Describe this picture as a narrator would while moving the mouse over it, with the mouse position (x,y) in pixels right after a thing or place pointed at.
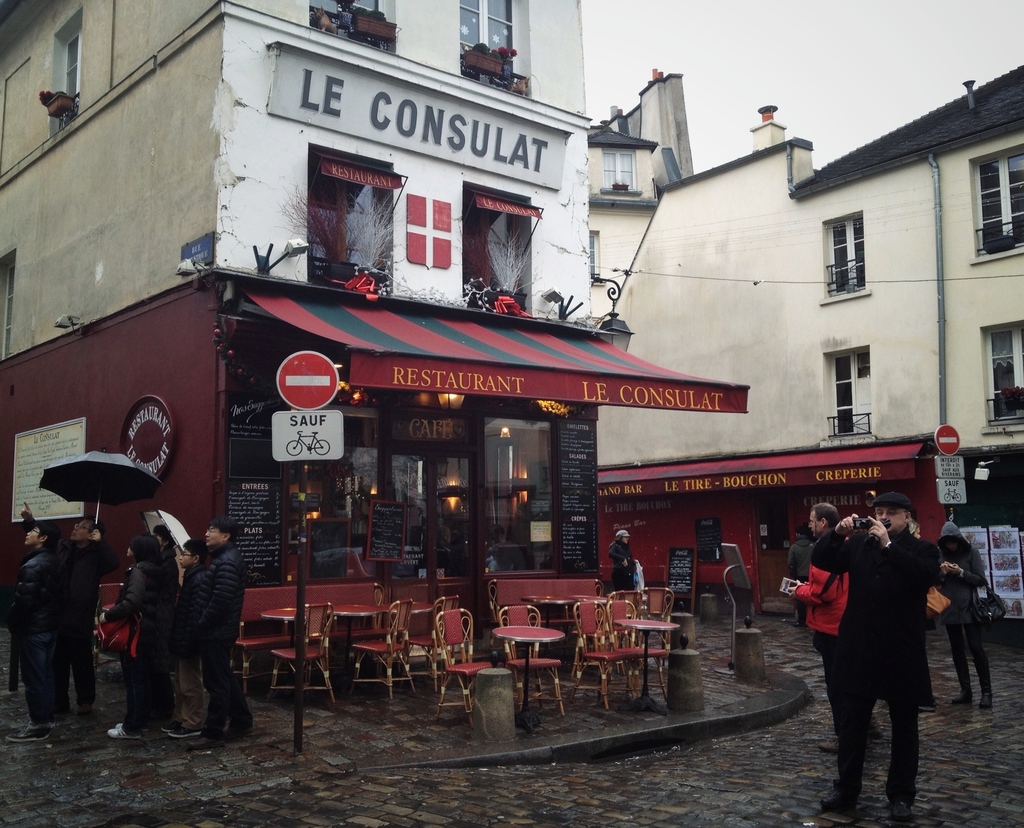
Here we can see buildings (776,357), windows (855,354), chairs (322,624), tables (380,613), umbrella (128,473), signboards (322,391), pole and people (864,605).
